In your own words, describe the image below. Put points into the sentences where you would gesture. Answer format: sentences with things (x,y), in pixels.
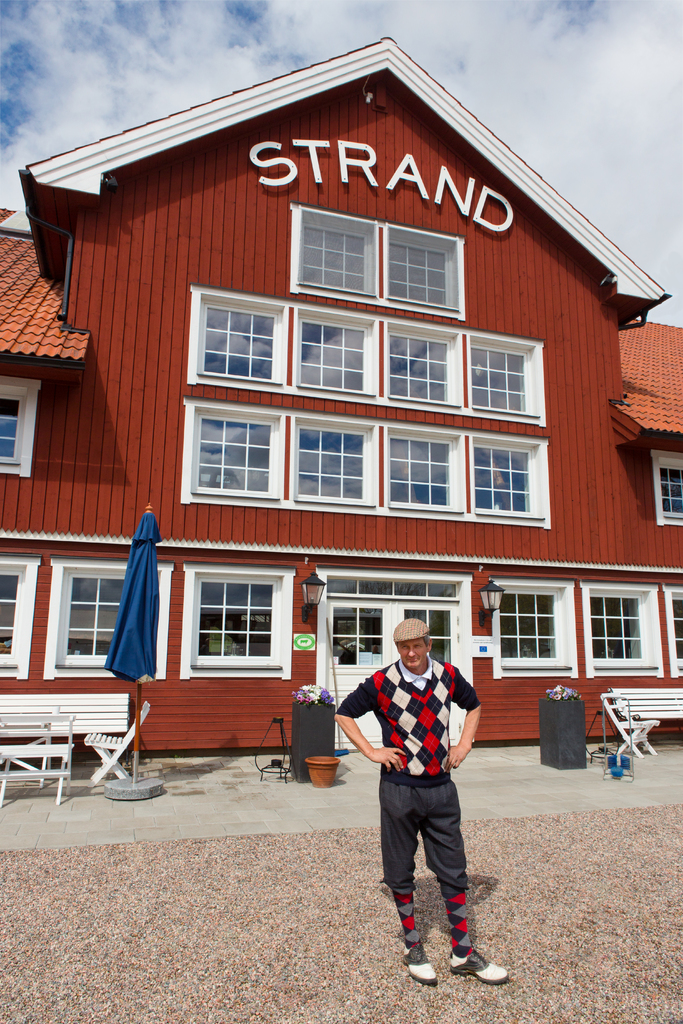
In this image there is a man (397,770) standing on gravel (296,899), in the background (58,710) there are chairs (641,732), benches (96,704), and tables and a house (567,264) and the sky (482,65).
